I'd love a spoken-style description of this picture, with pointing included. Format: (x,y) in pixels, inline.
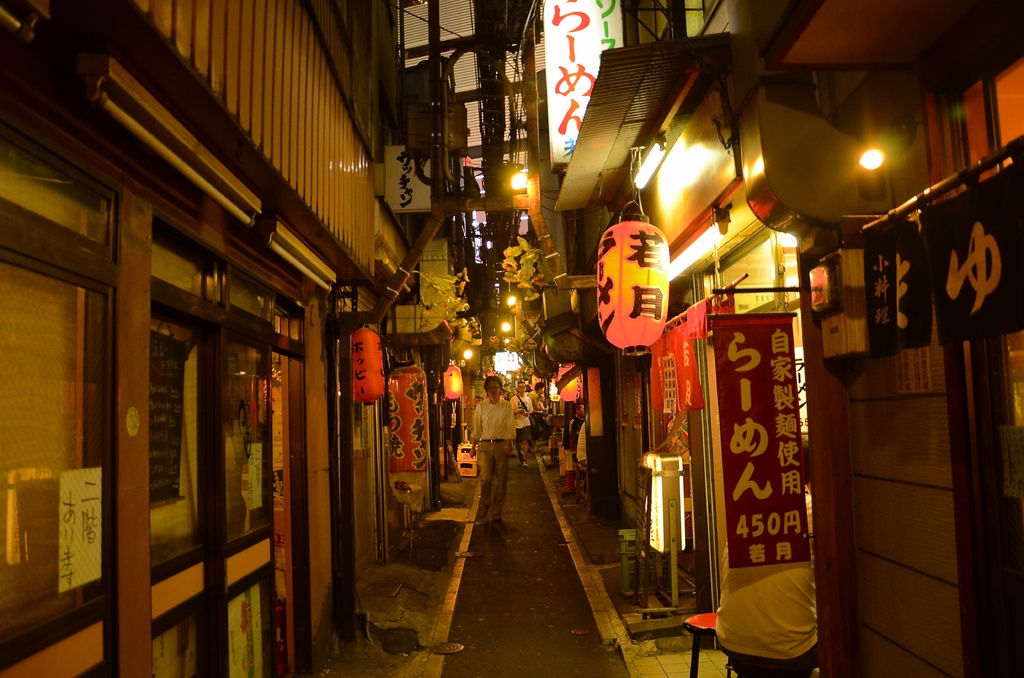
In this image I can see the street (522,530), few persons (505,449) standing on the street (507,525), few lanterns (458,384) and few buildings (190,282) on both sides of the street (536,503). I can see few boards (572,58) and few lights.
